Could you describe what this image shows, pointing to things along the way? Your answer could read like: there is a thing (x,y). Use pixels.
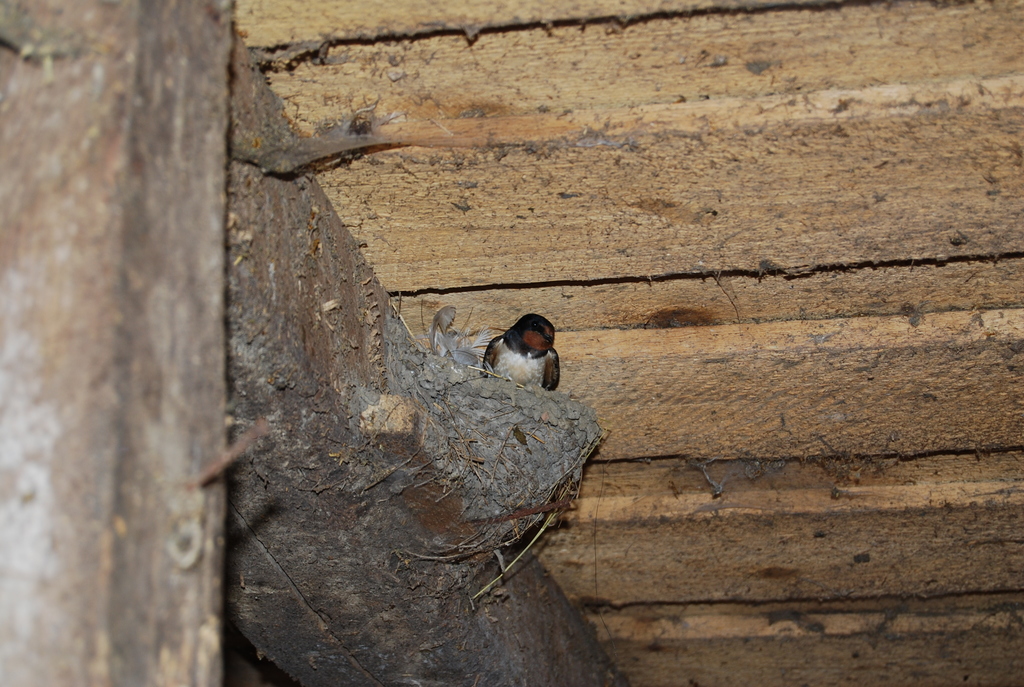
In this picture there is a bird (531,384) sitting inside the nest (525,486). There is a nest (521,470) on the wooden roof (429,624).
